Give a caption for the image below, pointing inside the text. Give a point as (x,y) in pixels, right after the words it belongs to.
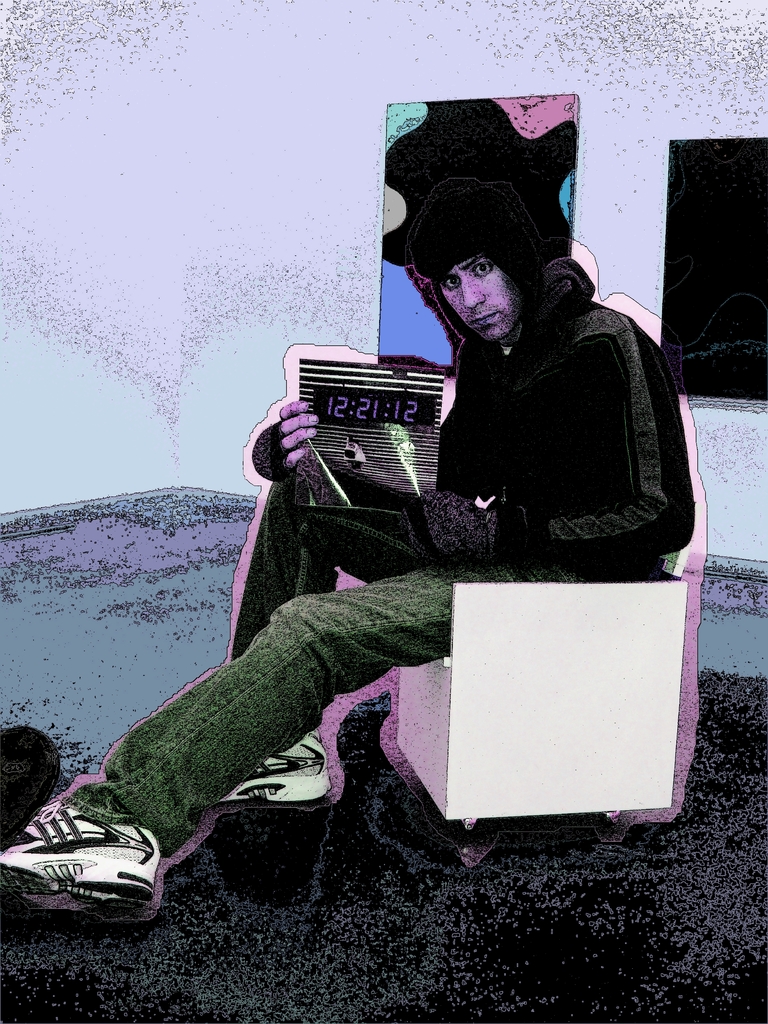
Here this is an edited image, in which we can see a man (484,423) sitting on a chair (496,631) which is present on the floor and he is holding a digital watch (341,385) in his hand (304,436) and behind him we can see some paintings (425,115) present on the wall (351,304).
